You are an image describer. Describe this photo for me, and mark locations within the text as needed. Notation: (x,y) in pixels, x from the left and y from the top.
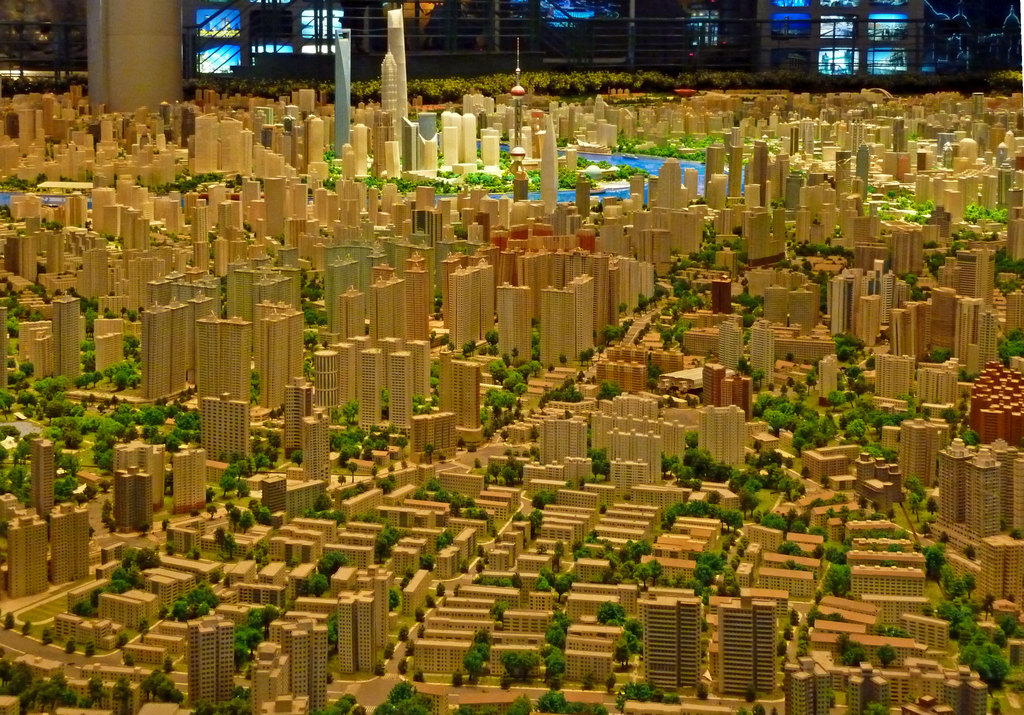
In this image we can see the plan (246,406) of buildings (181,357). In the background (168,98) there is a pillar (145,55) and we can see screens (891,60).
